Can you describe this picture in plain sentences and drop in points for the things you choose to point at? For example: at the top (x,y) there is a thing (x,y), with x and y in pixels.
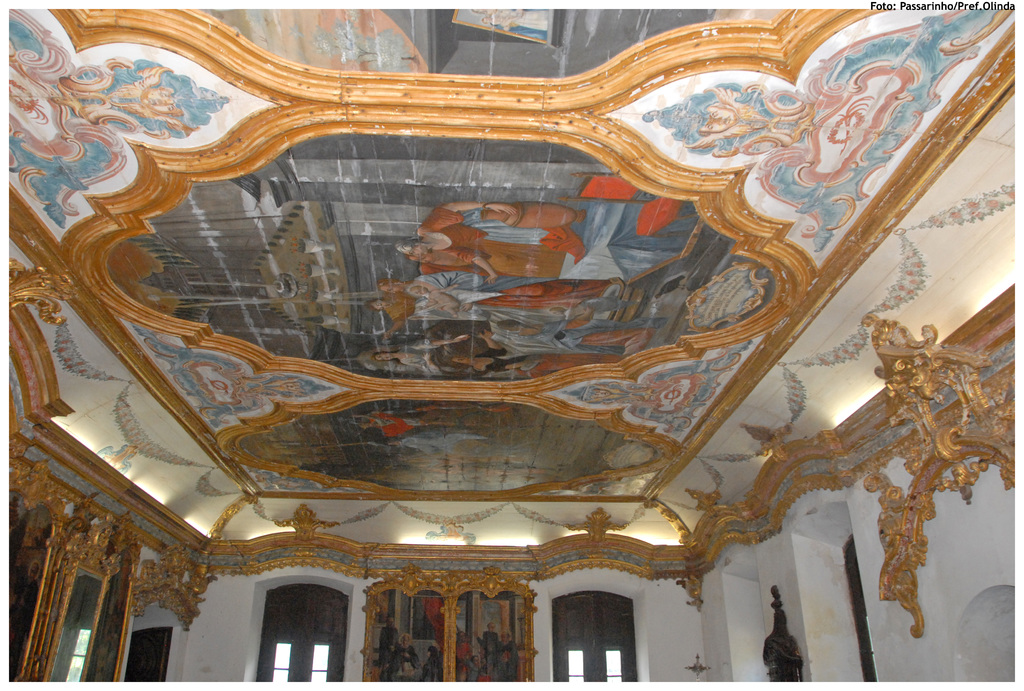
These are the drawings (513,278) on the roof (521,279), in the right side (715,546) these are the walls (735,625).
